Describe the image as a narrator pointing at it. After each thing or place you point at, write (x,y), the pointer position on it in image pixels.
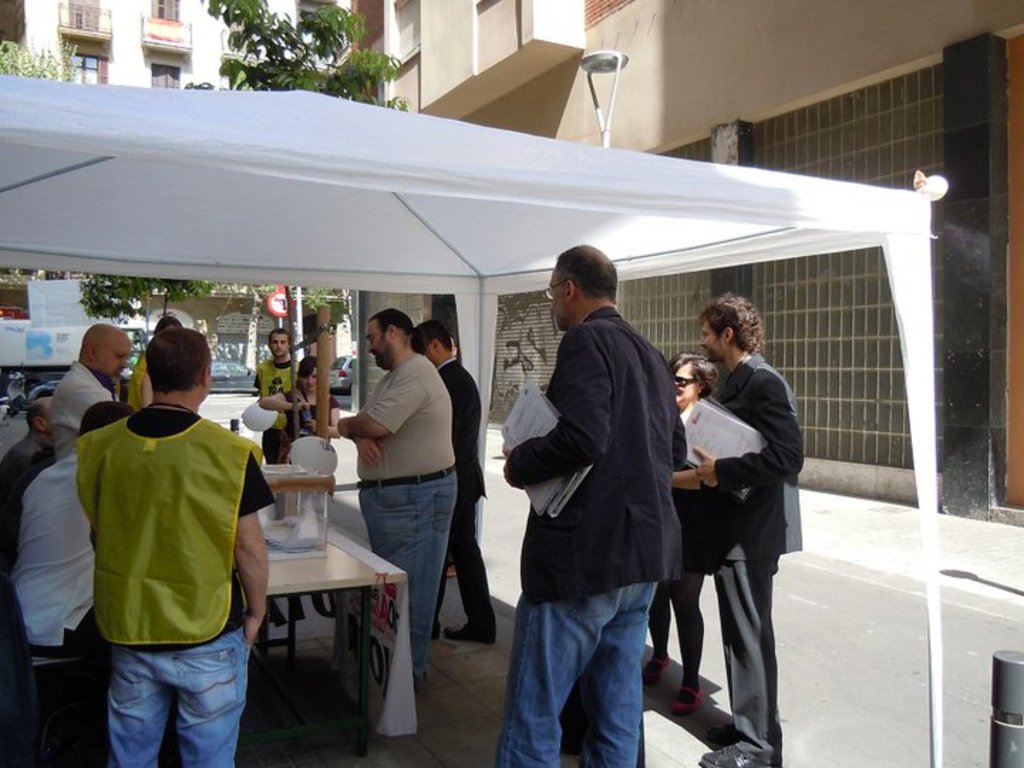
In this picture I see few buildings (976,220) and trees (353,74) on the back (40,40) and I see few people (124,588) standing under a tent (183,95) and a table (314,560) with a box (312,544) on it and a man (75,522) seated on the chair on the left (65,600) and on the back (218,389) we see few cars (333,376) parked and a sign board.
